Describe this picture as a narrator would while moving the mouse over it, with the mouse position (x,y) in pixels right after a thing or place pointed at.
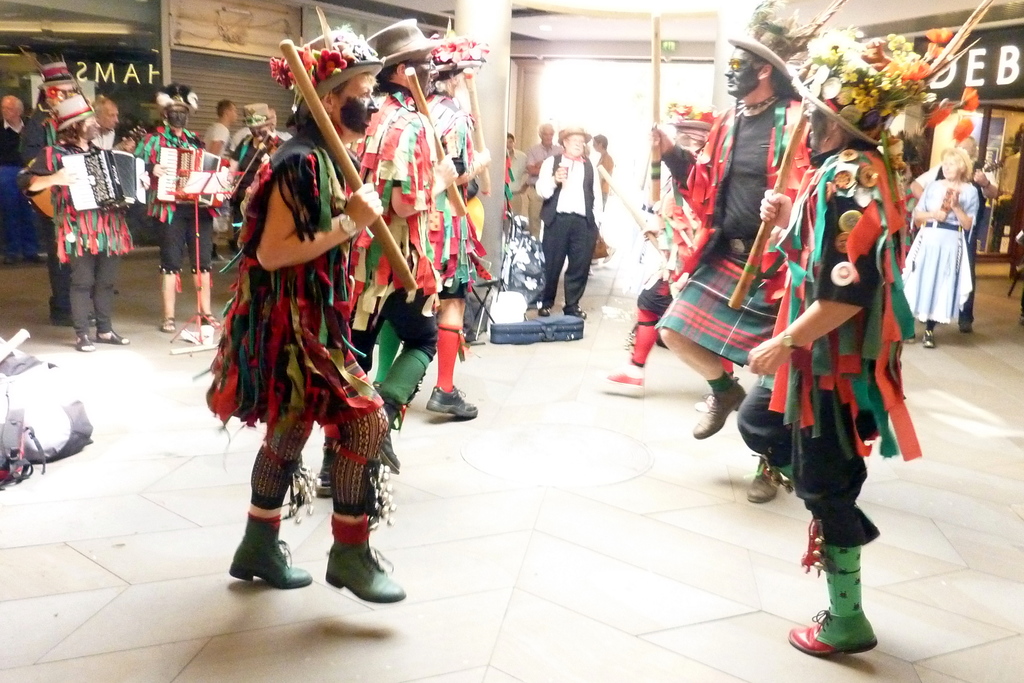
In the image I can see some people (269,521) with some different costume (155,158) and also I can see some other people (144,146) who are holding some things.
